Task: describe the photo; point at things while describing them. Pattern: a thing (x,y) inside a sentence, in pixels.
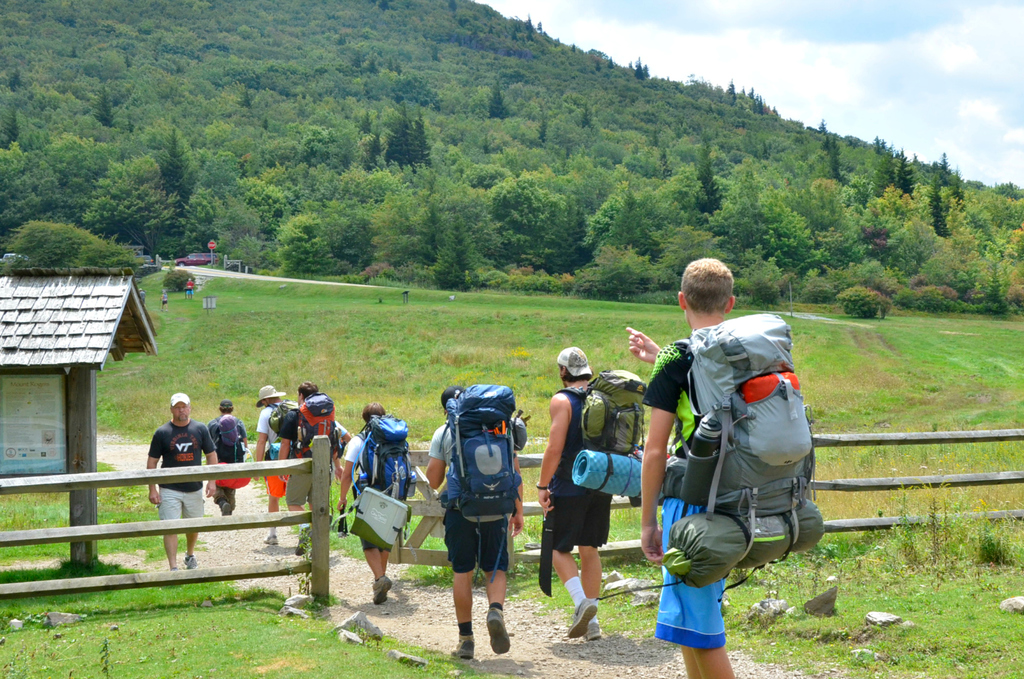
In this image there are few people (469,546) walking on the path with their luggages (383,523), there is a house (64,373) and a wooden fence (826,480). In the background (393,378) there is a vehicle (194,257) on the road (189,270), grass (154,276), trees (784,273) and the sky (809,74).
